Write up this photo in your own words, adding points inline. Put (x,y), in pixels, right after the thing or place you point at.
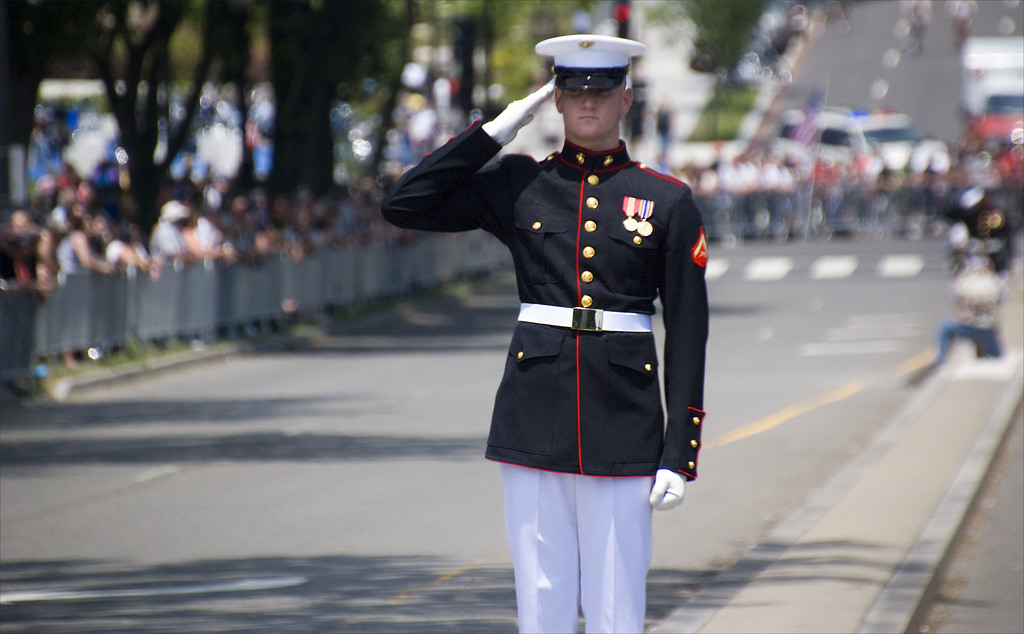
In this image we can see this person (459,172) wearing uniform (581,317), hat (590,74) and gloves (507,117) is standing on the road (693,559) and saluting. The background of the image (82,254) is blurred, where we can see people (172,247) standing near the fence (82,274), trees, flags (809,122) and vehicles (893,125) on the road (931,23).
